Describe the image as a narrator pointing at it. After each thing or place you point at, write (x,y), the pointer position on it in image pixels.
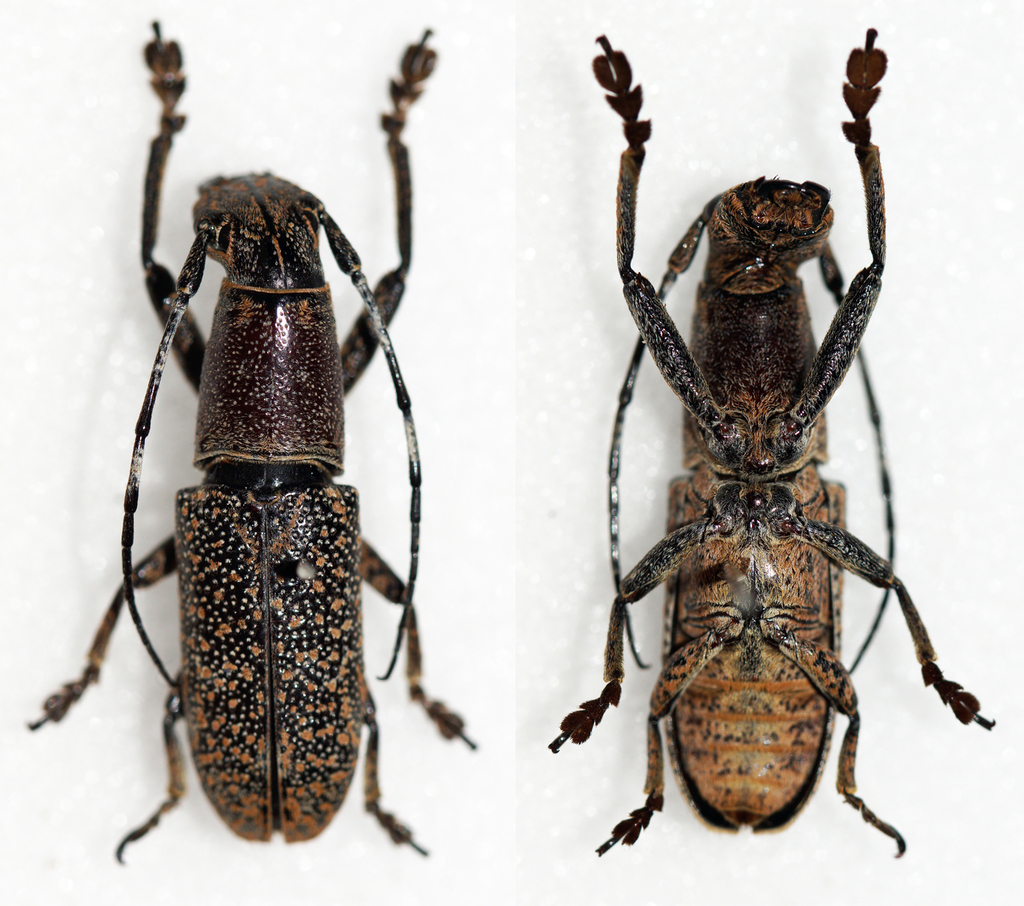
In this image we can see two insects (405,287) with white color background (752,152).
